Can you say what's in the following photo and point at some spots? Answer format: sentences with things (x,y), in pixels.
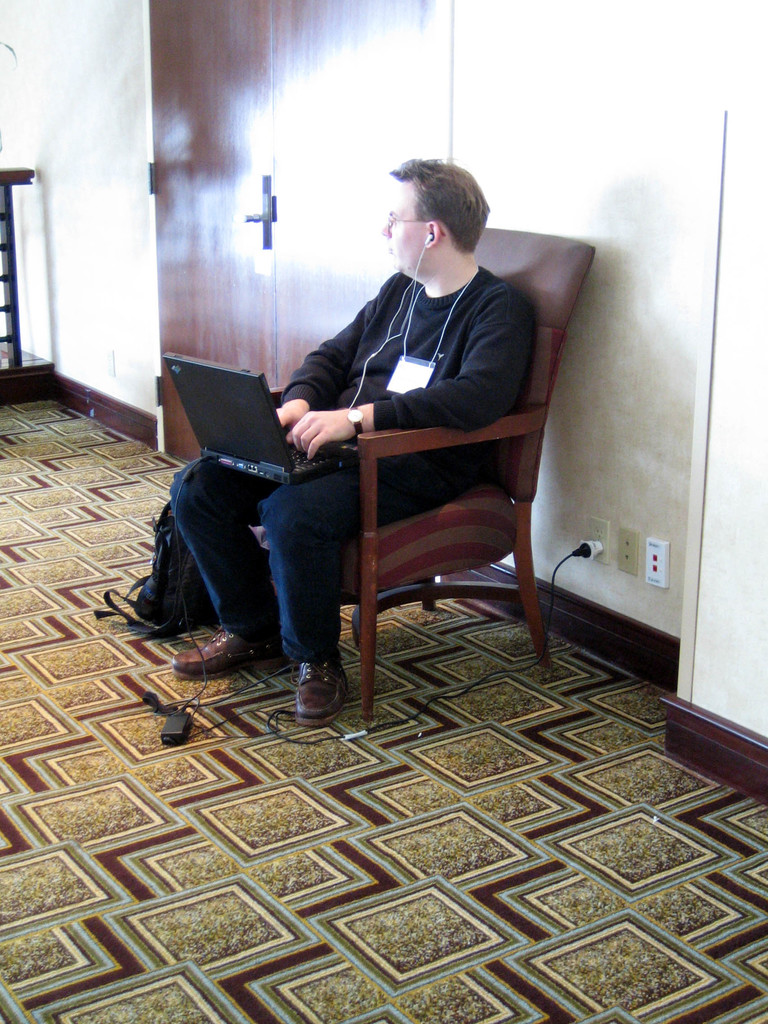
In this image there a person (455,359) sitting on the chair (463,524) and there is a laptop (178,369) on his lap (349,504). At the back (283,162) there is a door (281,72), at the bottom (172,726) there are wires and bag (167,508).
